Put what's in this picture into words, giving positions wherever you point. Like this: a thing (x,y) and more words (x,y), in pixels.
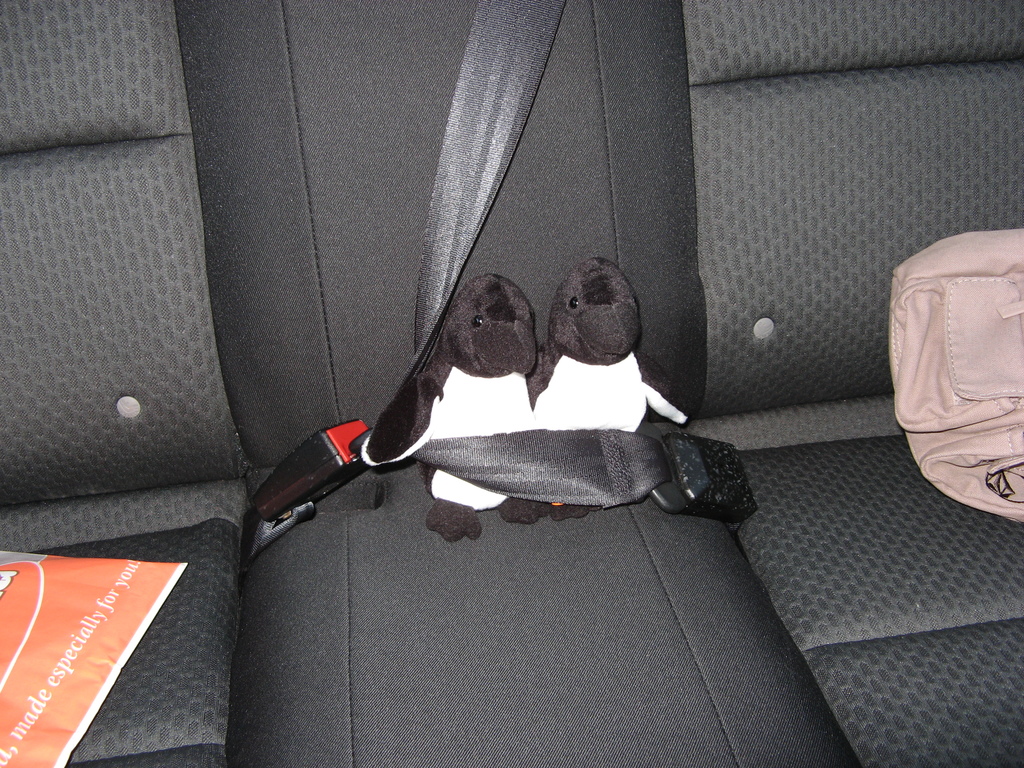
This picture show a vehicle's back seat (679,230) and we see couple of soft toys (570,404) and a bag (910,315) and a paper bag (80,704) on the seat (658,300).
